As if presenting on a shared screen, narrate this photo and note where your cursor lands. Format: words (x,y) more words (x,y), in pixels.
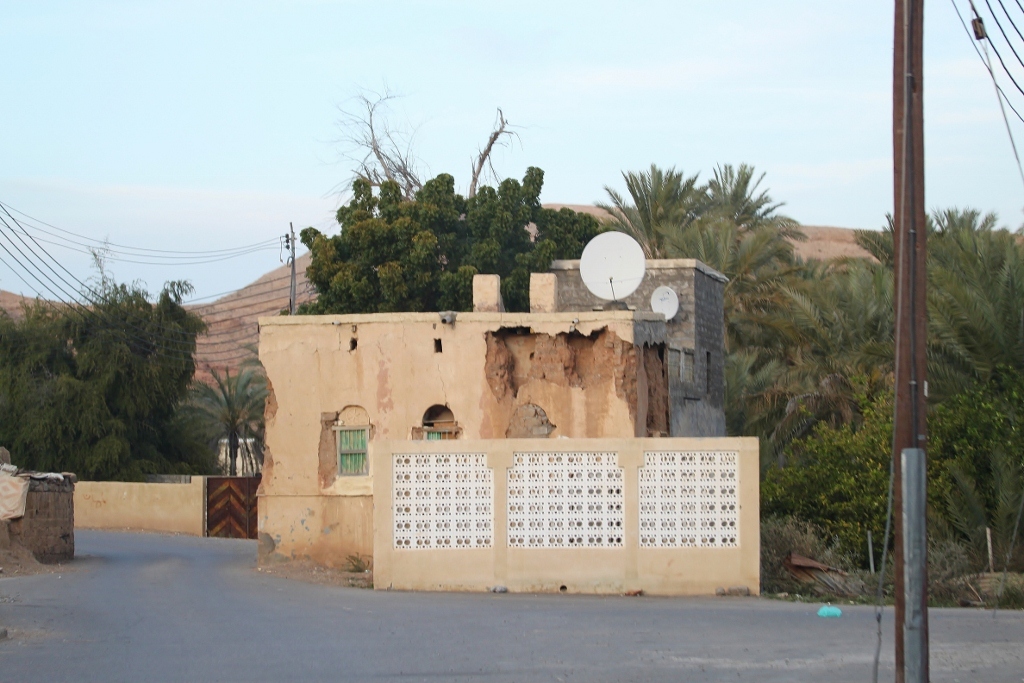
In this image, we can see few houses (290,379), walls (495,444), windows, trees (845,382), plants (958,454), poles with wires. At the bottom (643,657), there is a road (332,648). Background (945,148) there is a sky (417,90).
